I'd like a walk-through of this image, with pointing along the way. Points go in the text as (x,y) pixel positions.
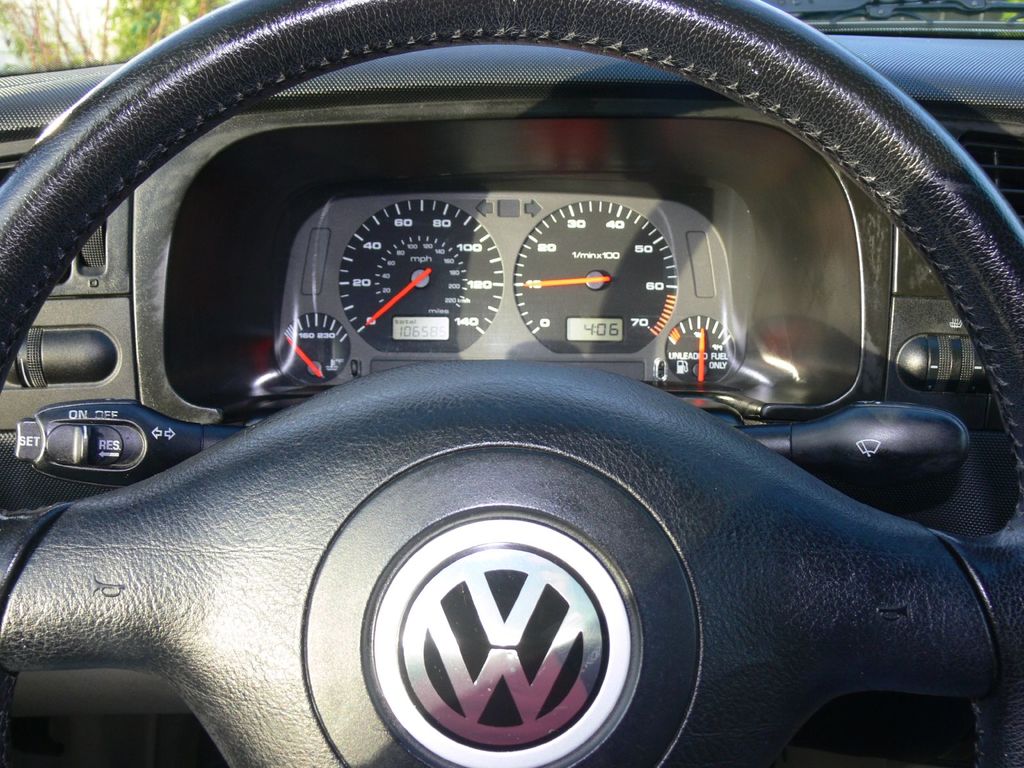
This picture is taken inside a vehicle (305,398). There is a steering (252,484). Behind there are meter indicators (651,217). Top of the image (55,8) there is a window (1020,21) of the vehicle (225,77). From window (95,46) few trees (160,8) are visible.
